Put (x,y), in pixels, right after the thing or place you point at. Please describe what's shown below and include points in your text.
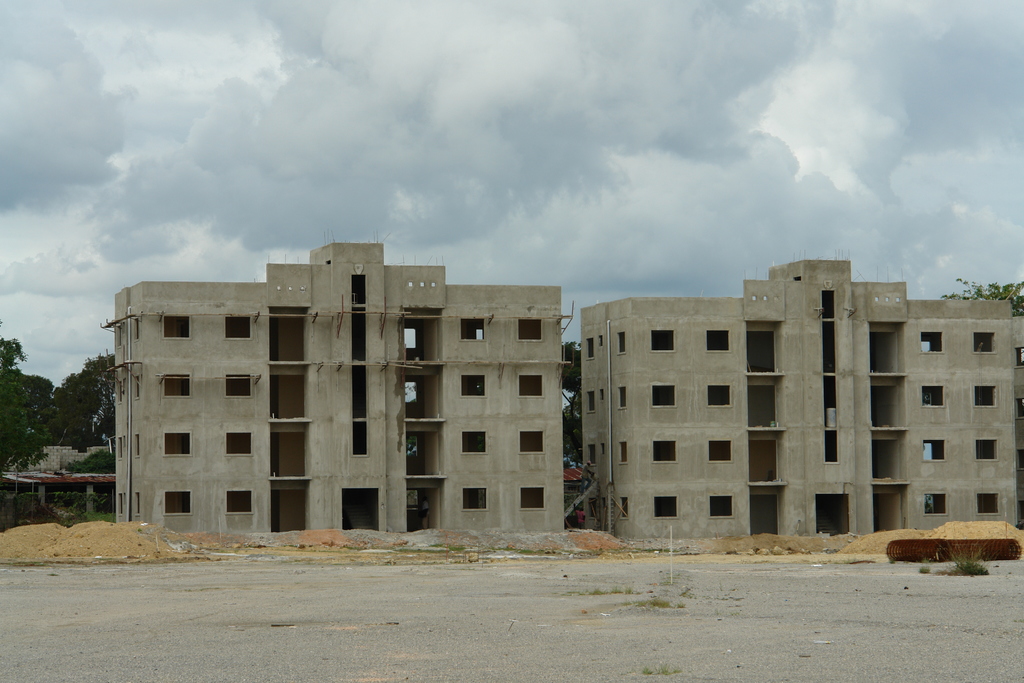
In this picture I can see the buildings (755,449) in the middle (577,455), in the background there are trees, at the top (595,146) I can see the sky (468,274).
